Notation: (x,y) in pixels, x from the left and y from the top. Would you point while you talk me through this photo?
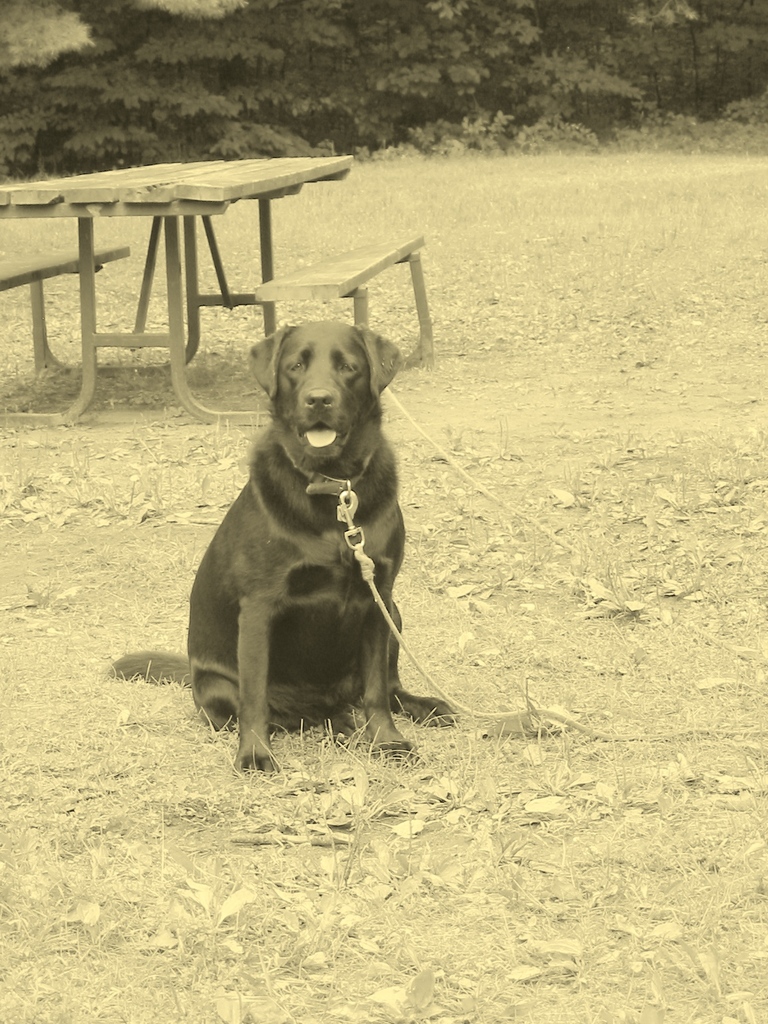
In this picture we can see a dog (357,464) on the grass (475,527) and behind there is a wooden table (218,258).
